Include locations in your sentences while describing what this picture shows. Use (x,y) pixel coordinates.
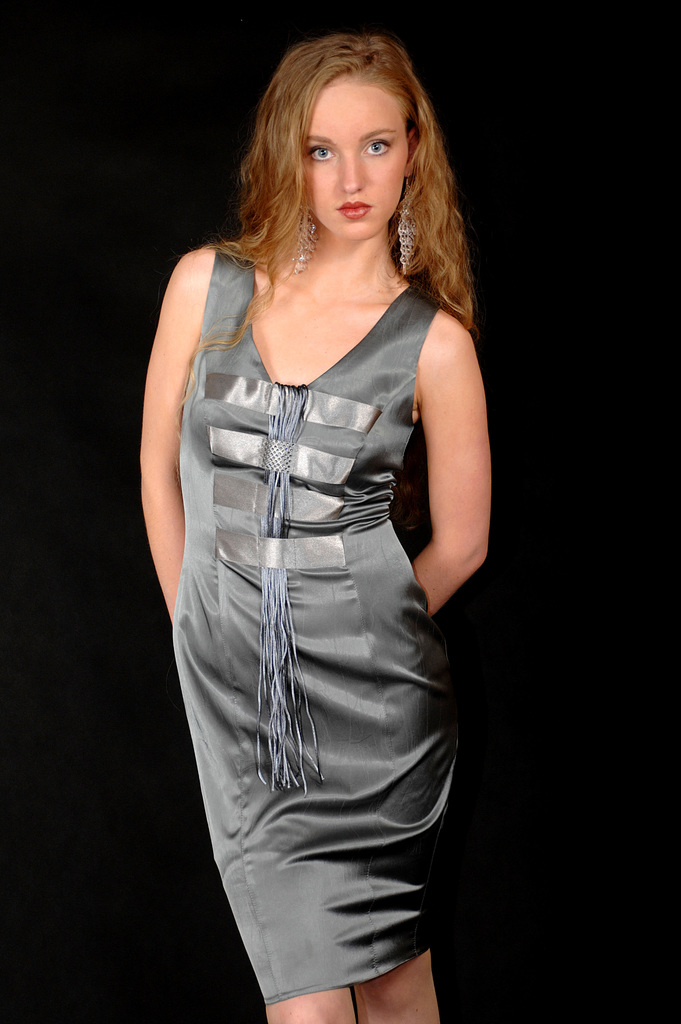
In the image a woman (437,325) is standing and watching.
